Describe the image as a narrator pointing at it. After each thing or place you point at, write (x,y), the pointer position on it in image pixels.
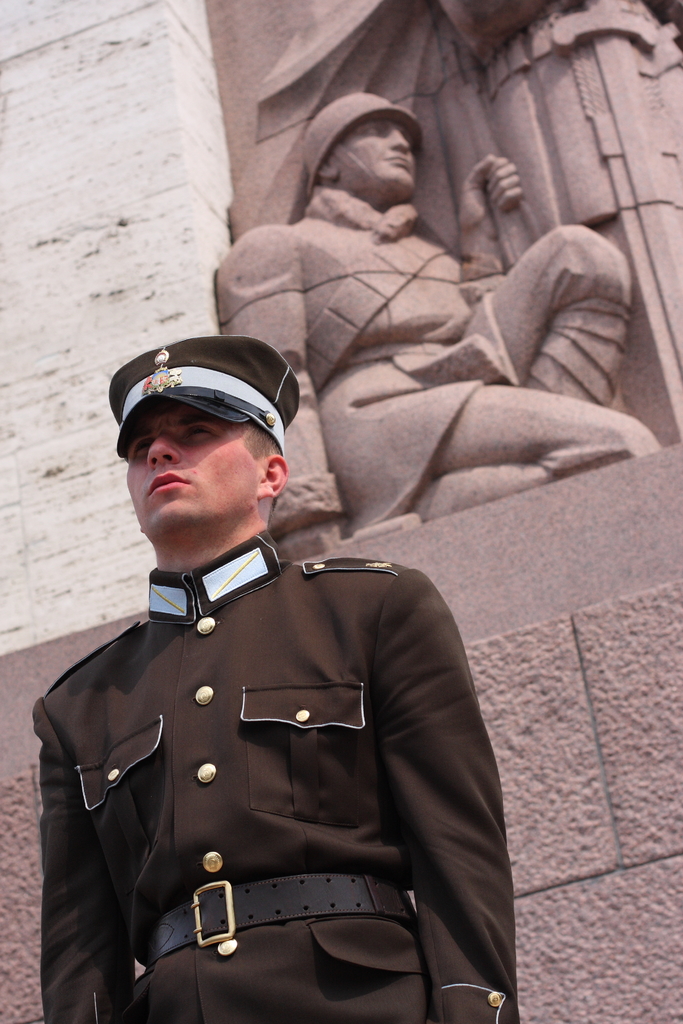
In this image we can see a person (67,874) wearing a costume (147,382) and behind him we can see the sculpture (339,369).
